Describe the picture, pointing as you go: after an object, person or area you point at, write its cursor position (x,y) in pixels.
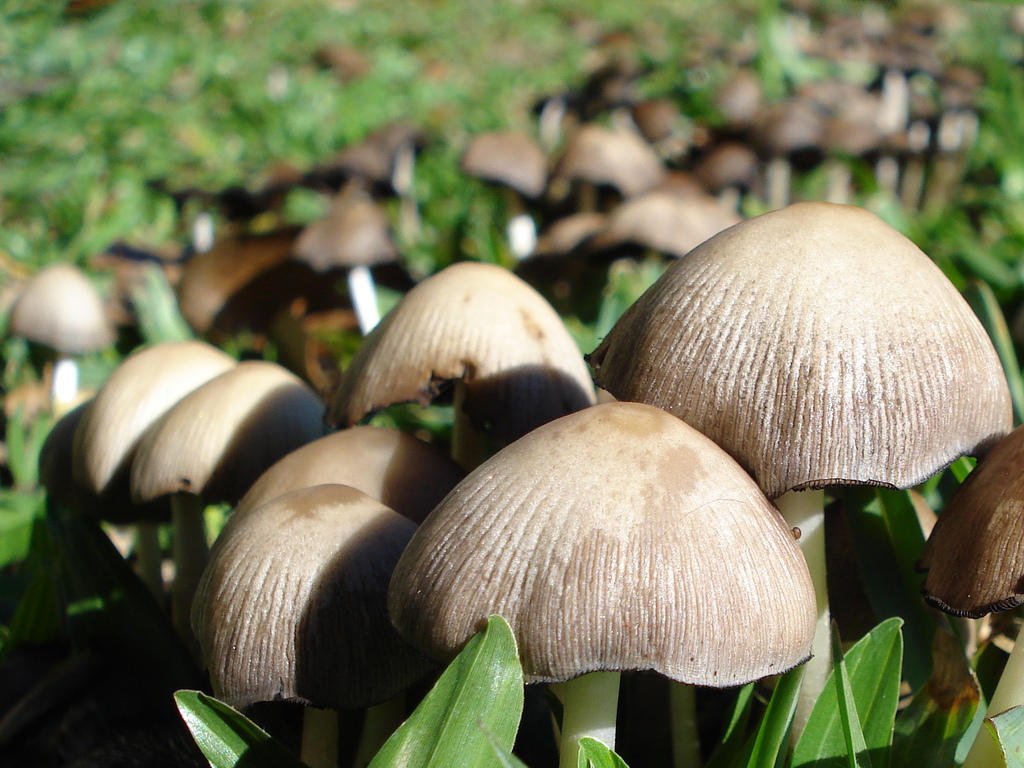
In this image there are so many mushrooms (223,466) in between the grass (58,628).
